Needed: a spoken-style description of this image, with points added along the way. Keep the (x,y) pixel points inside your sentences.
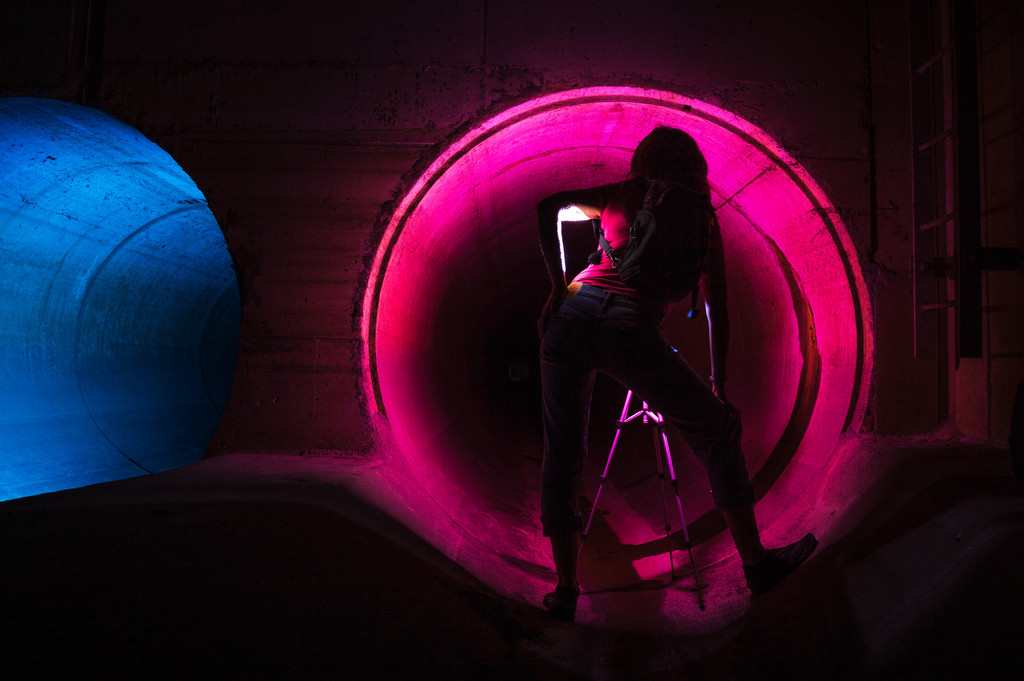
In the picture we can see a dark room (710,605) with two tunnels (595,528) in it and in one tunnel (139,243) we can see blue color light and in one tunnel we can see pink color light (765,423) and near it we can see a woman (785,556) standing and in front of her we can see a tripod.
